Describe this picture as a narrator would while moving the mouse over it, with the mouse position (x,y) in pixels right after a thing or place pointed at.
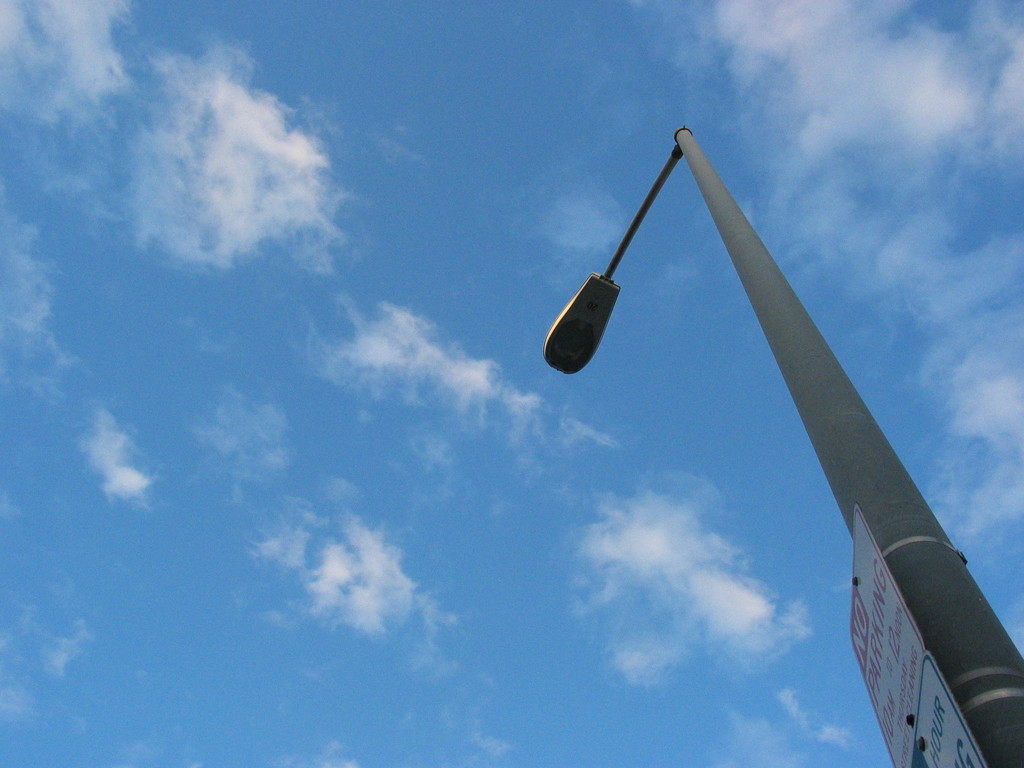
In this picture there are boards (949,708) and there is a light (597,285) on the pole (750,239) and there is a text (897,645) on the boards (894,677). At the top (417,250) there is sky (457,264) and there are clouds (367,375).
